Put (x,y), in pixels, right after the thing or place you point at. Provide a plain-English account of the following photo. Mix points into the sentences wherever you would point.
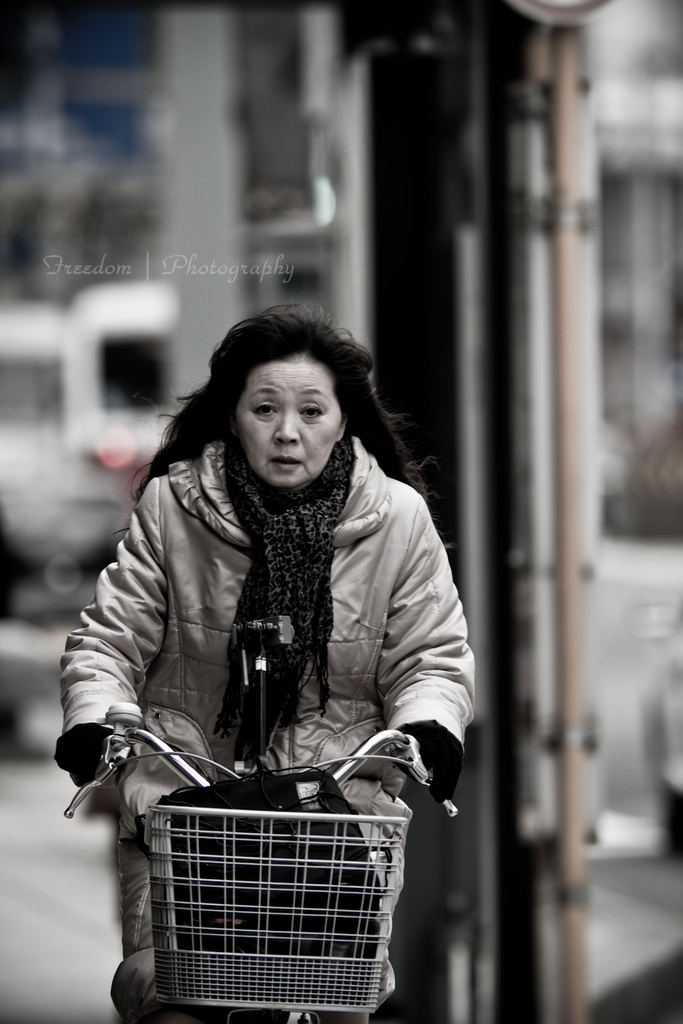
In this picture I can observe a woman (322,541) cycling a bicycle (238,811) in the middle of the picture (316,511). The background (534,690) is completely blurred. This is a black and white image.
